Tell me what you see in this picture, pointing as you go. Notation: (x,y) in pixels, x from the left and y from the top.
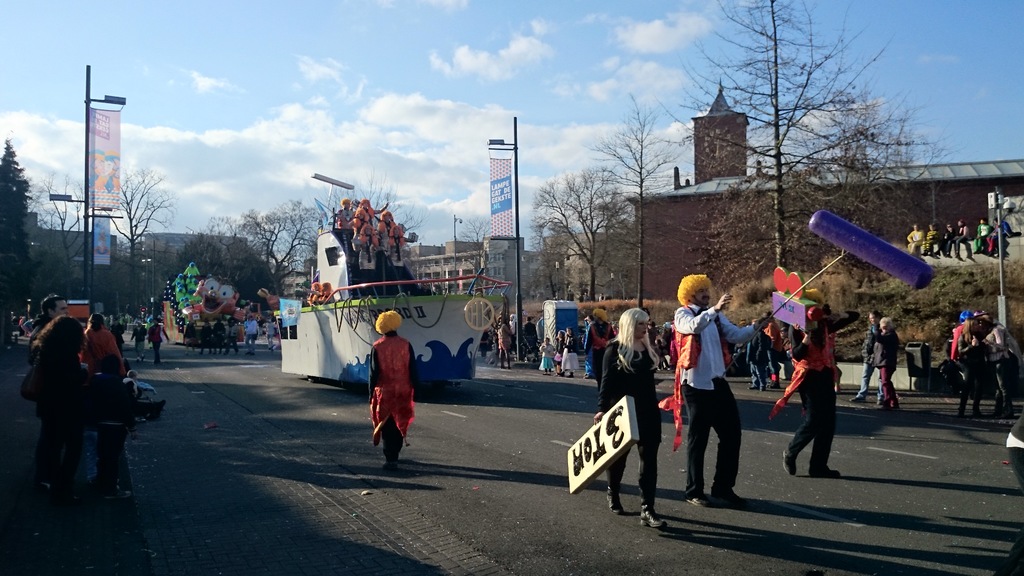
In this picture there are people (90,424) on the right (708,424) and left side of the image (155,396) and there is a boat (330,231) in the center of the image (360,315), there are sign poles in the center of the image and there are trees (30,260) in the background area of the image (638,194), it seems to be a march.
